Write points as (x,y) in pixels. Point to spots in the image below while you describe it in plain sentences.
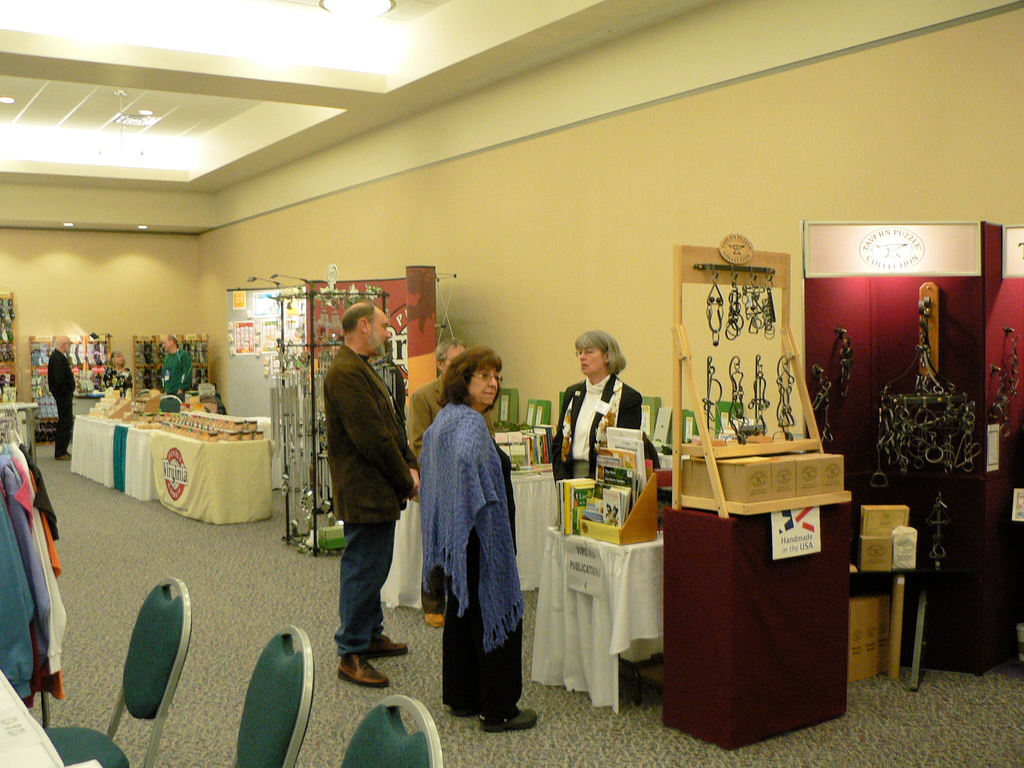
In this picture we can see people (370,589) on the floor (337,626), here we can see tables (600,617), chairs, clothes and some objects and in the background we can see a wall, lights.
